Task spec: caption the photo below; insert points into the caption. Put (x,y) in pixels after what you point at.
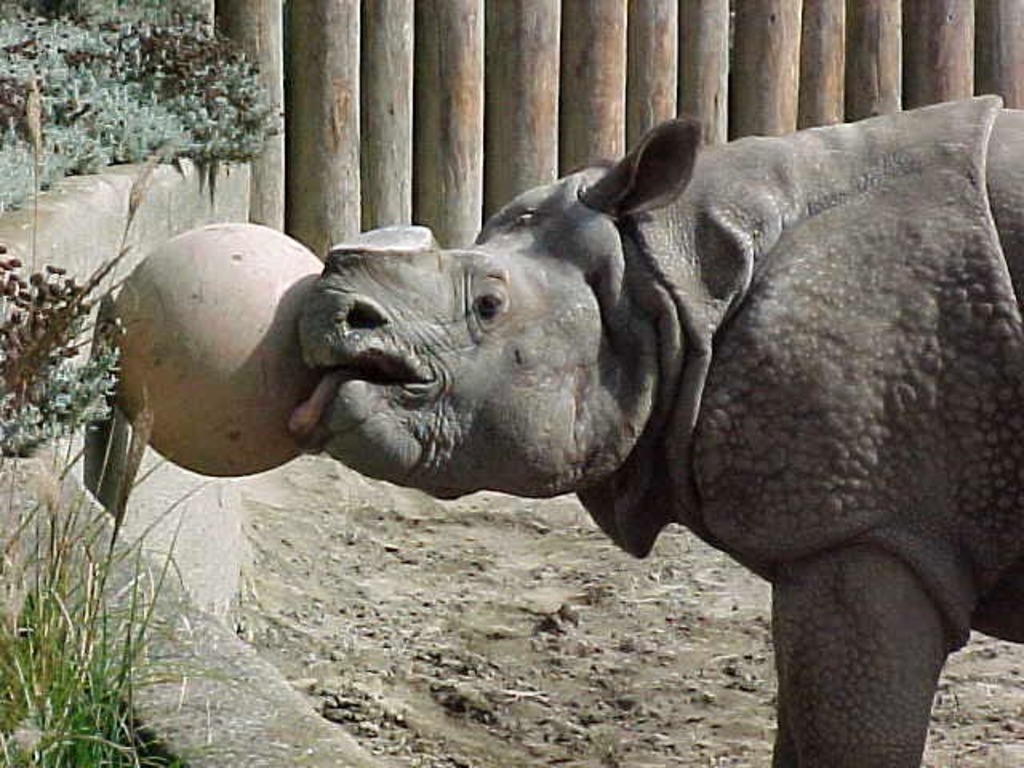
In this image we can see an animal (599,325). Image also consists of the wall (202,636), fence (620,56), plants (208,72), grass (38,729) and also the soil (333,609).
